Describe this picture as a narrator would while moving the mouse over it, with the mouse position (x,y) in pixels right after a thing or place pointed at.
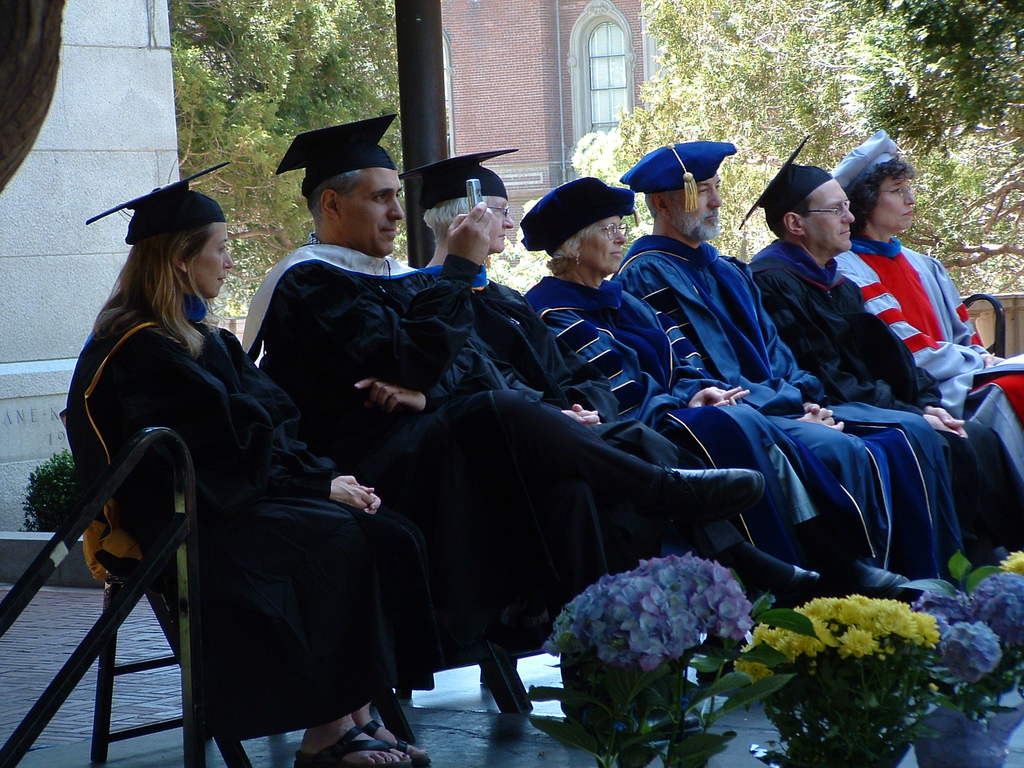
In the image there are group of people (603,365) sitting on the chairs (100,726) and in front of them there are flower plants (797,648) and behind them there are trees (685,71) and a building (505,69).
